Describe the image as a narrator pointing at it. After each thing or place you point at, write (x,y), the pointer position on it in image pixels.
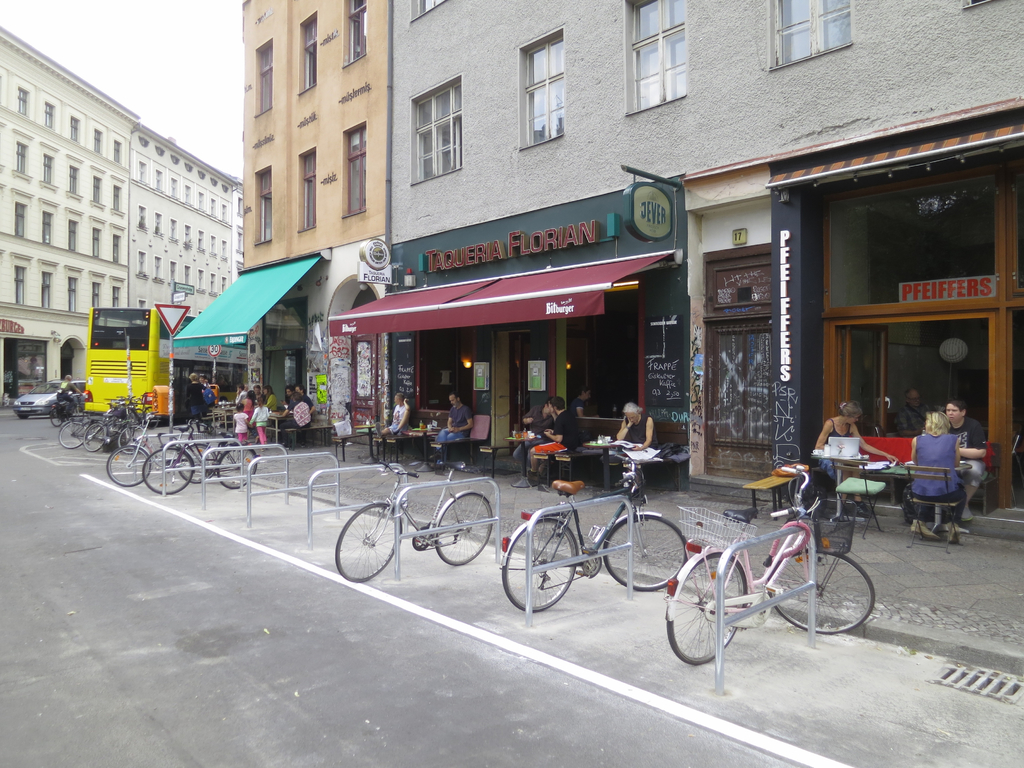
In this picture we can see a bicycle parking stand (310,455). Behind the parking stand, there are tables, people (394,418), chairs (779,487) and there are buildings (387,391) with name boards (481,254). On the left side of the image (94,342), there are vehicles (94,358) on the road (23,426). There is a pole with a board (169,320) attached to it. At the top left corner of the image (120,43), there is the sky (141,68).
